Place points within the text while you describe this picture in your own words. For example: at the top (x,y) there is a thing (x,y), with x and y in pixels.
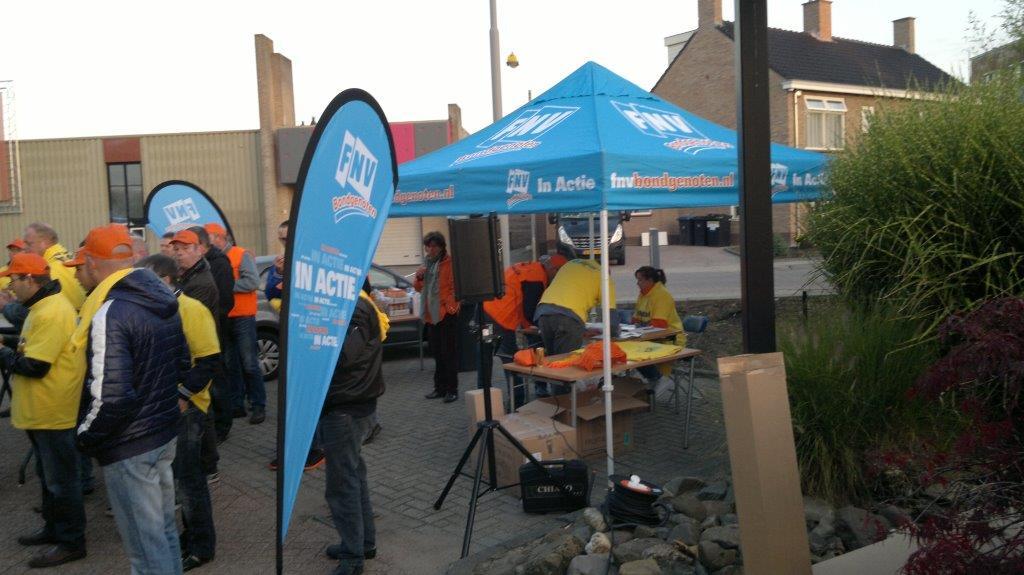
In this image I can see people (425,313), tent (621,116) and tables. On the tables (567,370) I can see some objects (540,359). On the right side (755,244) I can see plants (984,350), poles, boxes (472,406) and other objects (483,453) on the ground (484,522). In the background (834,131) I can see buildings (60,159), vehicles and the sky (208,64).
